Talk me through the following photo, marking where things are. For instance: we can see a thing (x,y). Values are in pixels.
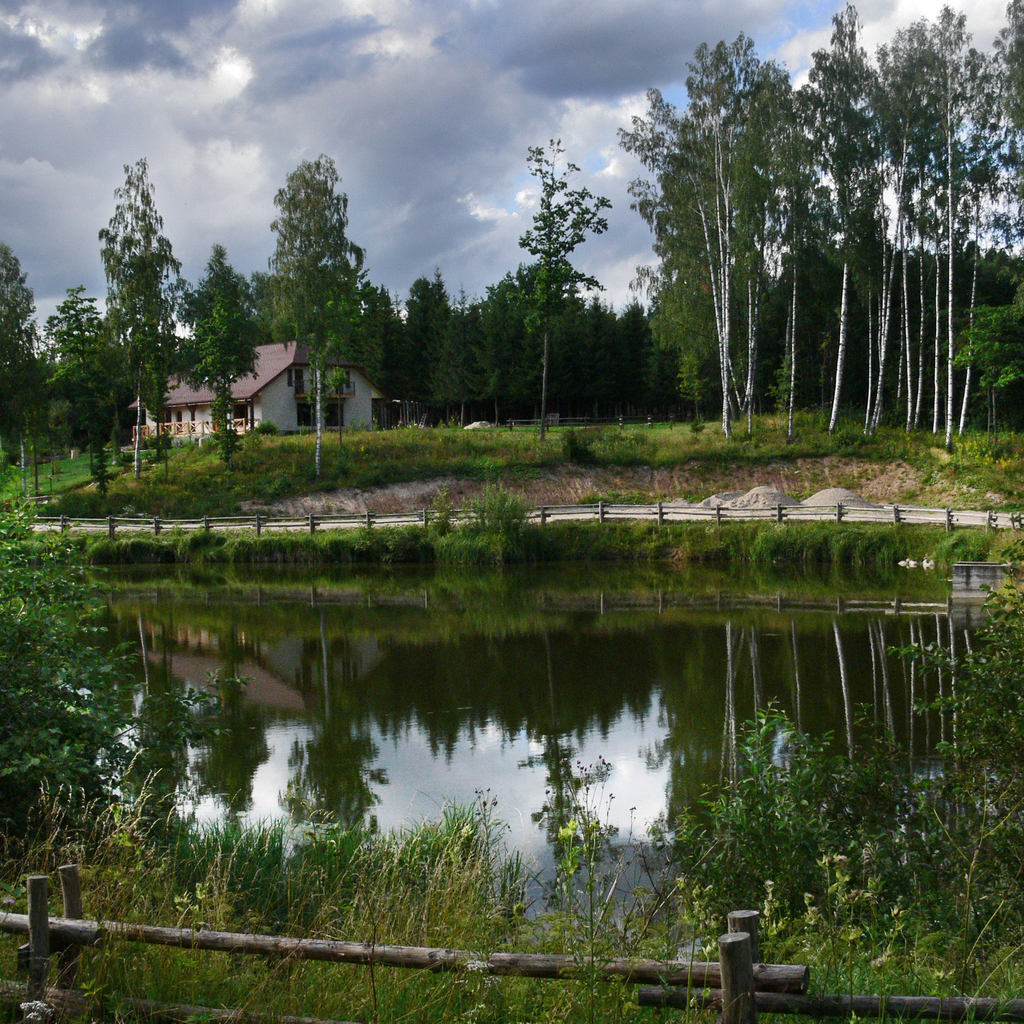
In this image there are plants (271,895), behind the plants (294,876) there is a canal (511,604), in the background (971,516) there is a path (935,521), trees (762,383), house (296,389) and the sky (489,148).
